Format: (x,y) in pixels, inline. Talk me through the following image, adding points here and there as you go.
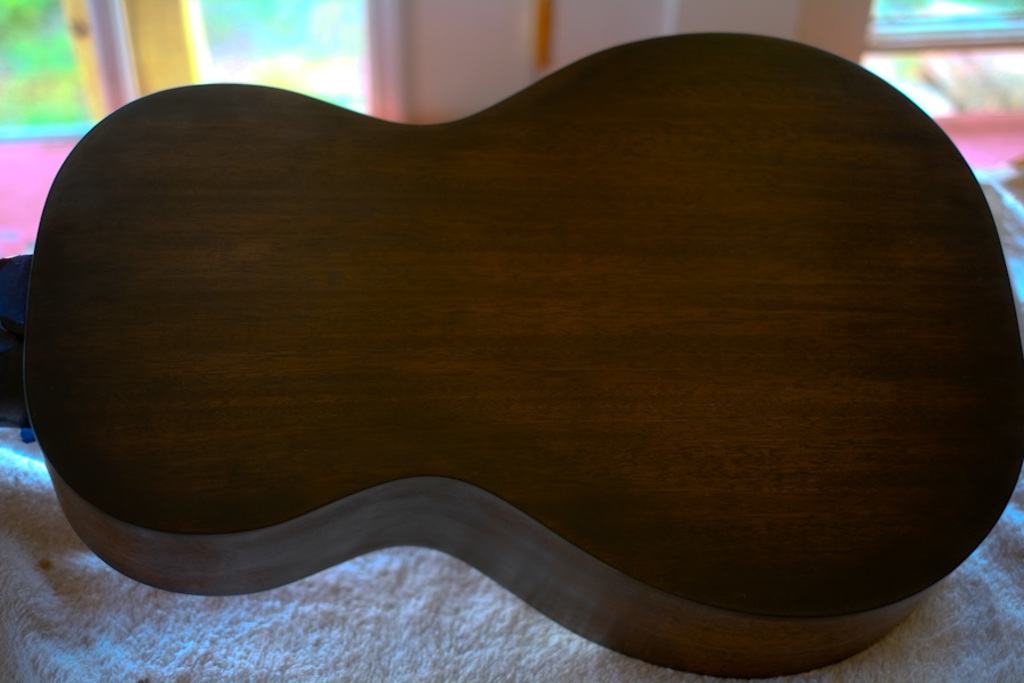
In this image I can see the backside part (249,378) of the guitar (563,303). This part (397,240) it looks like a wooden texture (403,233). This guitar (666,558) is placed on the blanket (315,650) which is white in color. And the background (69,87) looks colorful.
